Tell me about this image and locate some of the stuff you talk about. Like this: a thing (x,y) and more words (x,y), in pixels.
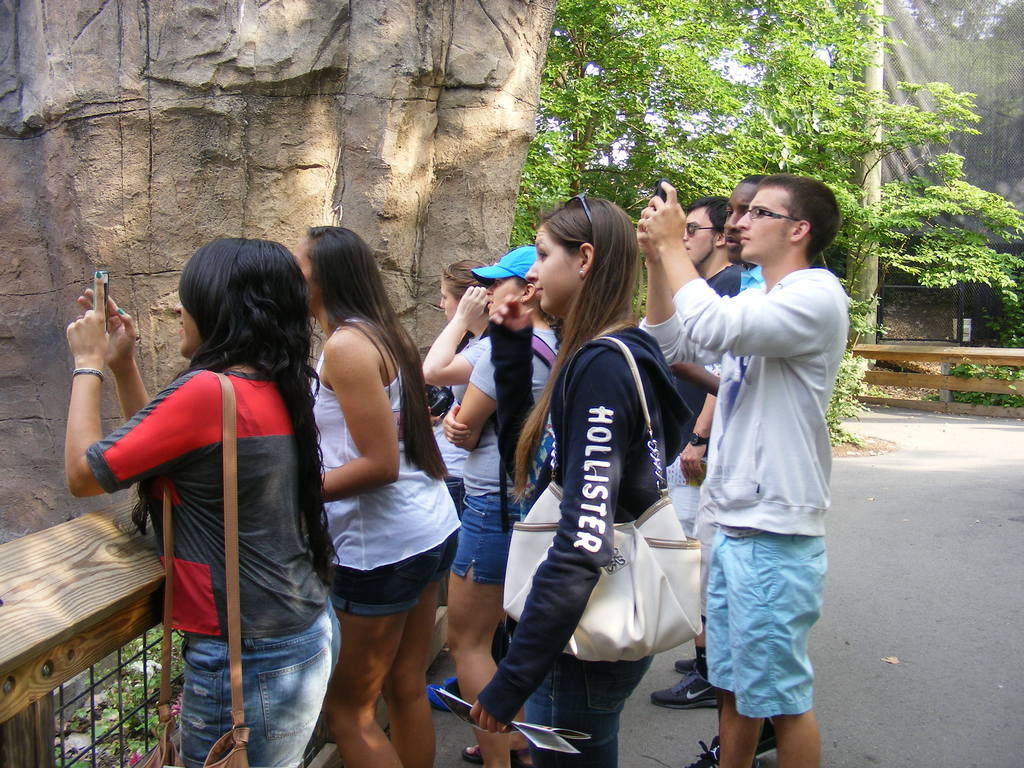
In this image, I can see a group of people (329,643) standing on the pathway (705,716). There are trees (829,155), fences (887,306), pole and a rock (459,102).
